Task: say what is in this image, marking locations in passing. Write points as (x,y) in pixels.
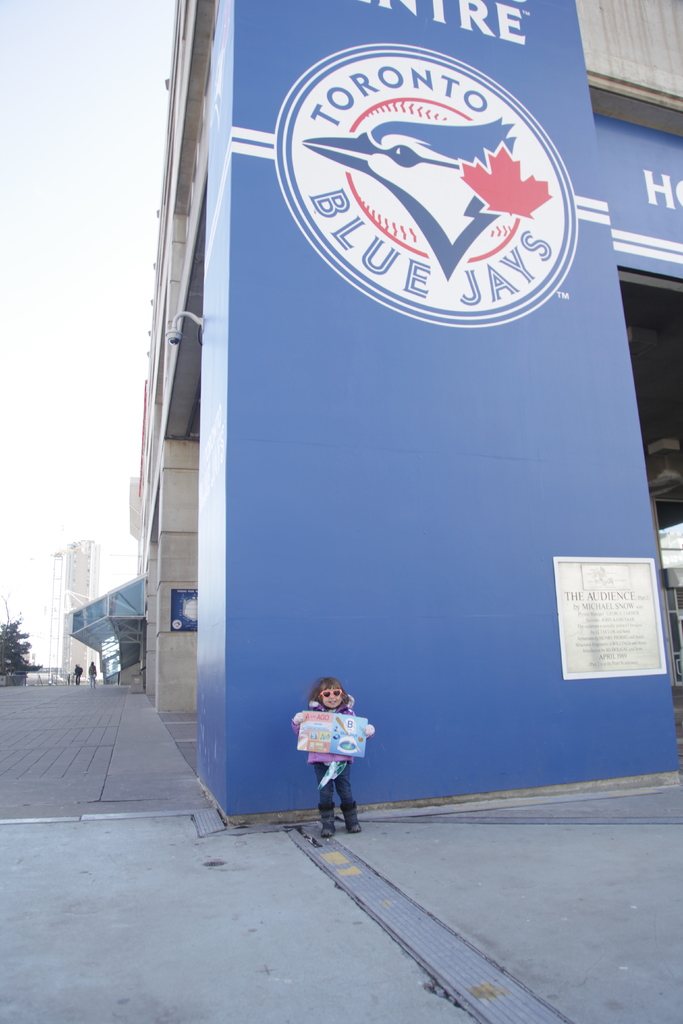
The picture is taken in the city. In the foreground of the picture (323,853) there is a kid (328,821) on the pavement (103,860). In the background (61,617) to the left (12,637) there are trees (11,654), people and buildings (87,562). In the foreground of the picture (189,450) there is a building (383,417). Sky (113,413) is cloudy.
